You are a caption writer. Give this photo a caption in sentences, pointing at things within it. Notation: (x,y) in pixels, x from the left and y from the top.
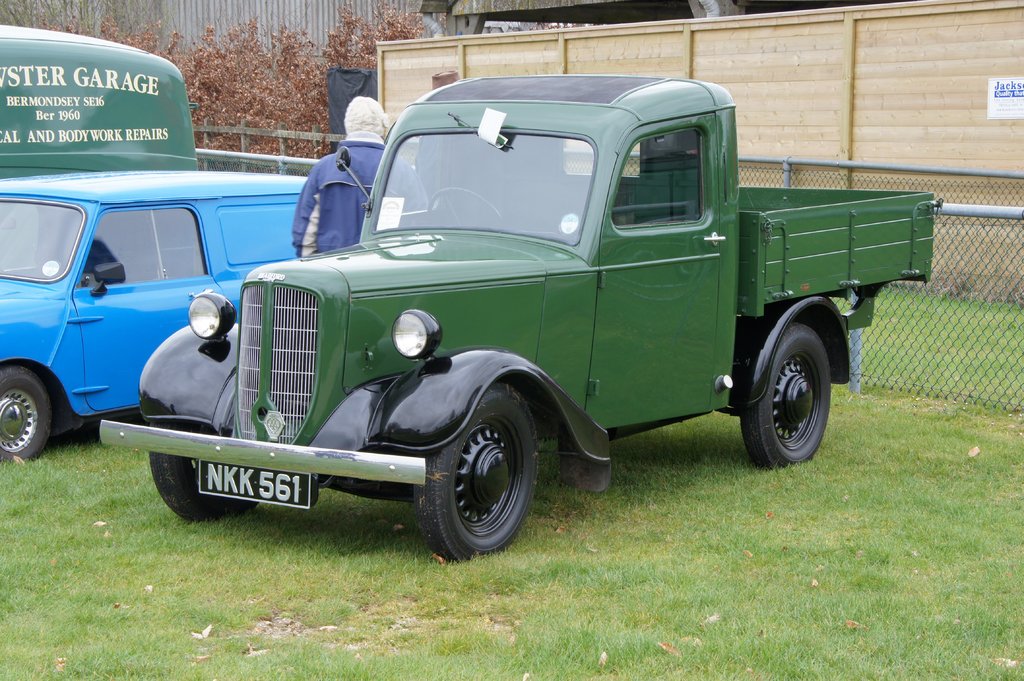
In this picture there are vehicles (590,391). There is a person (368,177) standing behind the vehicle (392,356). At the back (201,22) there is a building (218,15) and there is a fence (202,151) and there are trees (303,68) and there is a poster (1014,87) on the wall (774,56). At the bottom (716,571) there is grass (716,571).
